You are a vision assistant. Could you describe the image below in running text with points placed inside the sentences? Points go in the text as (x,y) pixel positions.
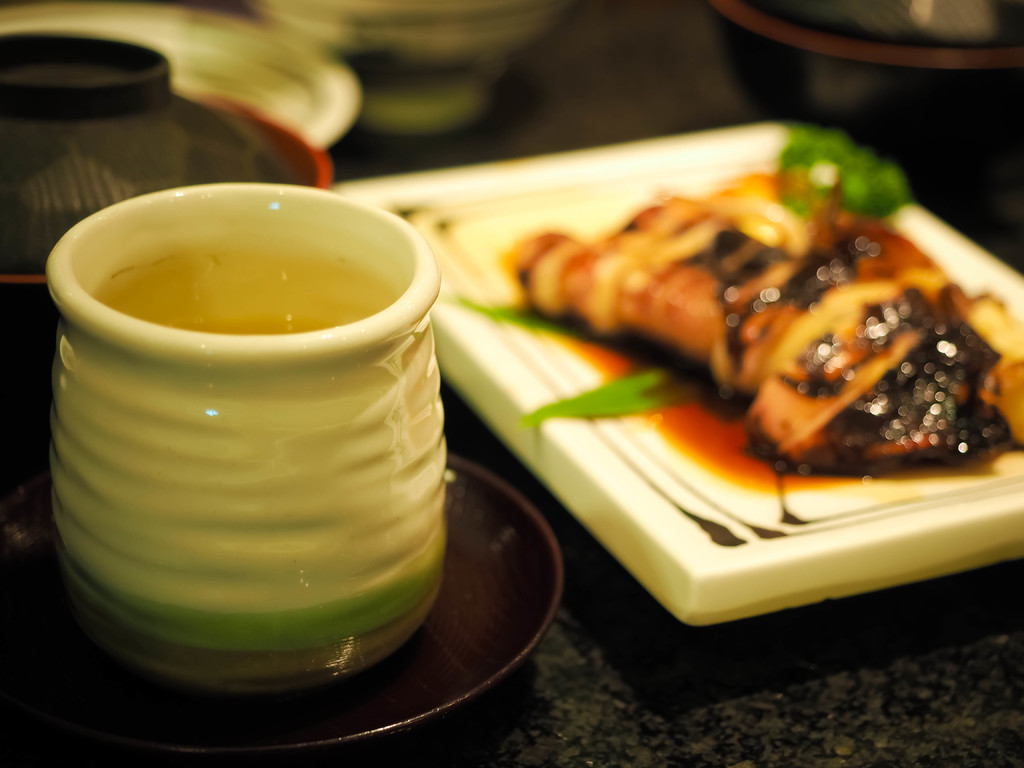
In this picture we can see some food (874,228) on a plate (467,375) on the right side (836,447). We can see a cup (119,523) and a saucer (437,680) on the left side (246,672). It seems like there are a few kitchen vessels (307,108) at the back (132,102). Background (911,83) is blurry.
